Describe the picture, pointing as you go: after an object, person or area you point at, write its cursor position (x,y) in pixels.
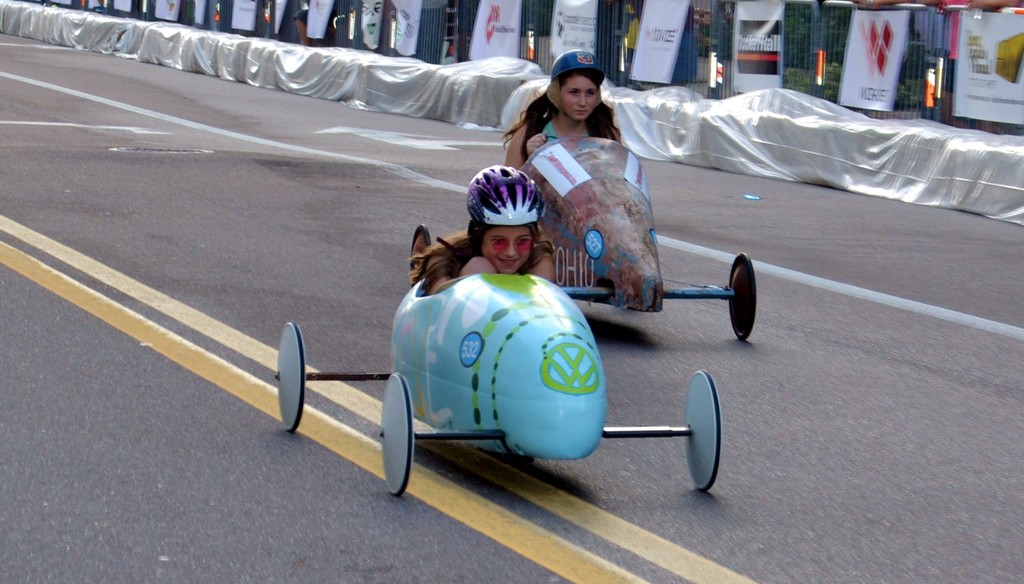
In the picture I can see two women (597,93) wearing helmets (485,225) are sitting in the vehicles (579,231) which is moving on the road (916,376). In the background (973,82), I can see some covers (611,89) and banners (962,88).
